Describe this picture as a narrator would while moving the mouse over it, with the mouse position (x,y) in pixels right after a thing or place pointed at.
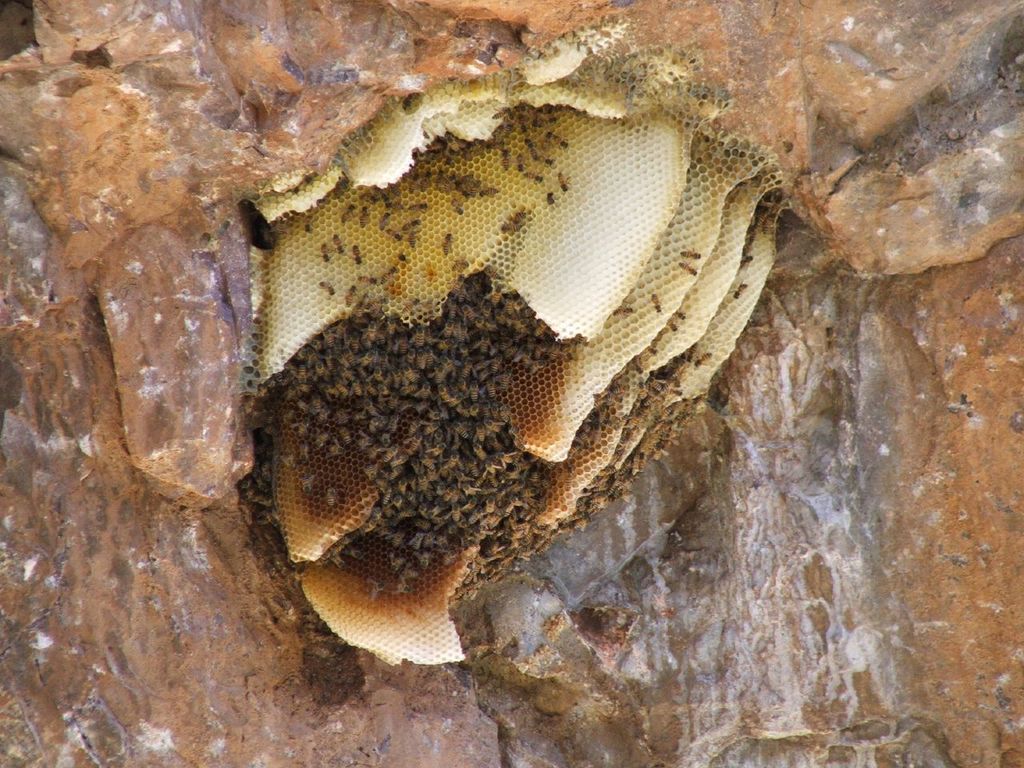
In this picture, it seems like there are bees (475,340) and hive (541,445) in the center of a stone (742,333) in the foreground (278,204).
